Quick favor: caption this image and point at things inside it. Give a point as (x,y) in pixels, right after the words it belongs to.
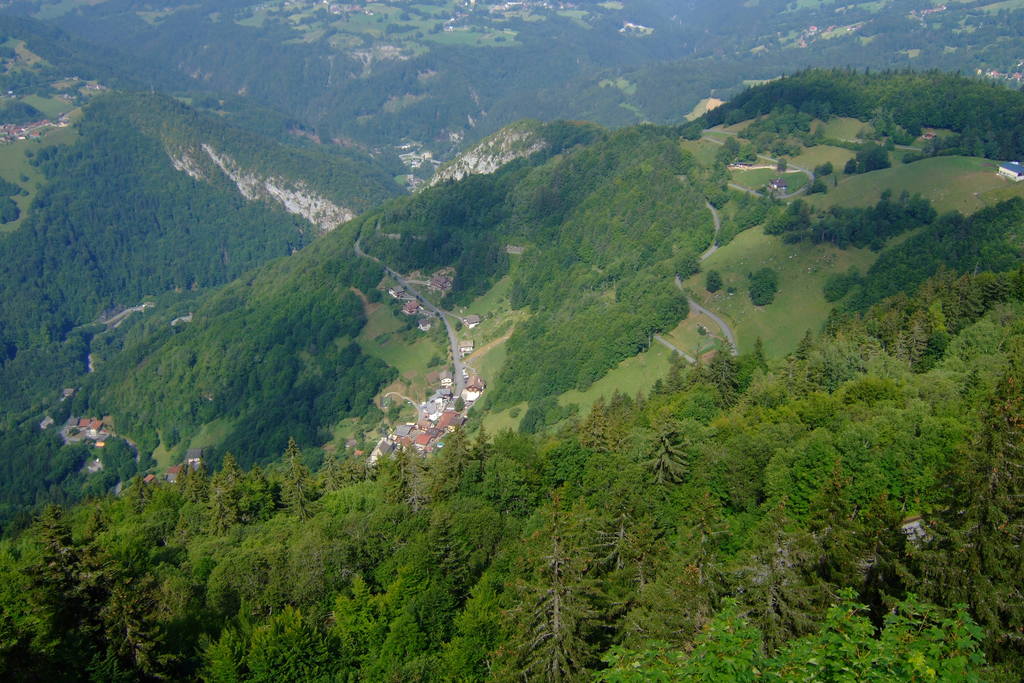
In this image there are hills (713,187). At the bottom (299,623) we can see trees (777,553) and sheds (443,425).
